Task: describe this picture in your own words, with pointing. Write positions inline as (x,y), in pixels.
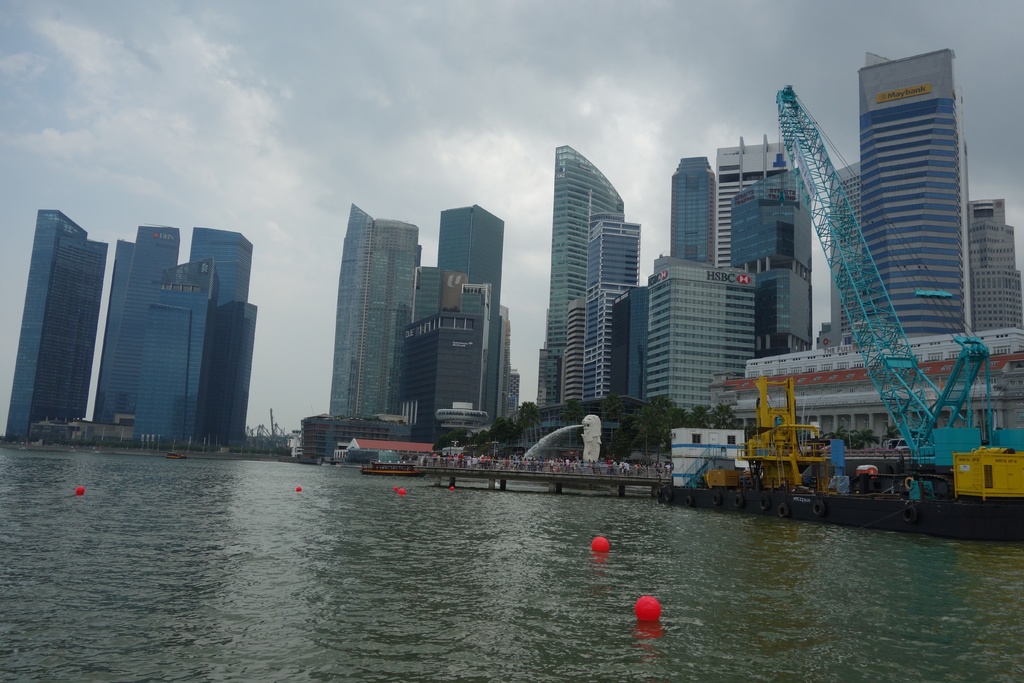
At the bottom of the image (190,476) there is water (549,596). On the water (558,569) there are red color objects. And also there is a ship (805,474) on the water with cranes (884,338) and poles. There is a wooden deck (557,477) with people (463,460) standing on it. In the background (570,415) there are trees (530,431), wall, glasses (551,417), buildings (579,433) and statue (597,439) of an animal (589,418) with water flow (558,431).
